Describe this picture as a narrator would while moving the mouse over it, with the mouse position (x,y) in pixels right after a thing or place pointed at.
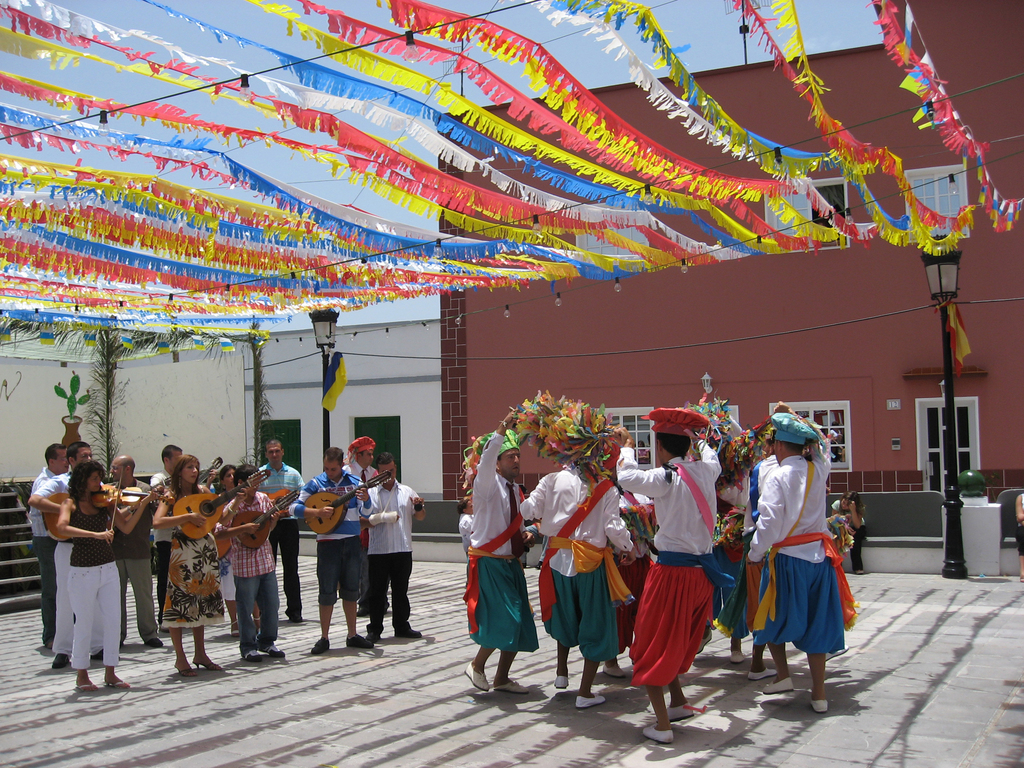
In this image we can see there are a few people (766,483) dancing and a few people (351,615) playing musical instruments (335,514). And there is the wall (618,336) with windows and painting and there are light poles (951,522), stairs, flags (339,356) and the sky (699,57).
